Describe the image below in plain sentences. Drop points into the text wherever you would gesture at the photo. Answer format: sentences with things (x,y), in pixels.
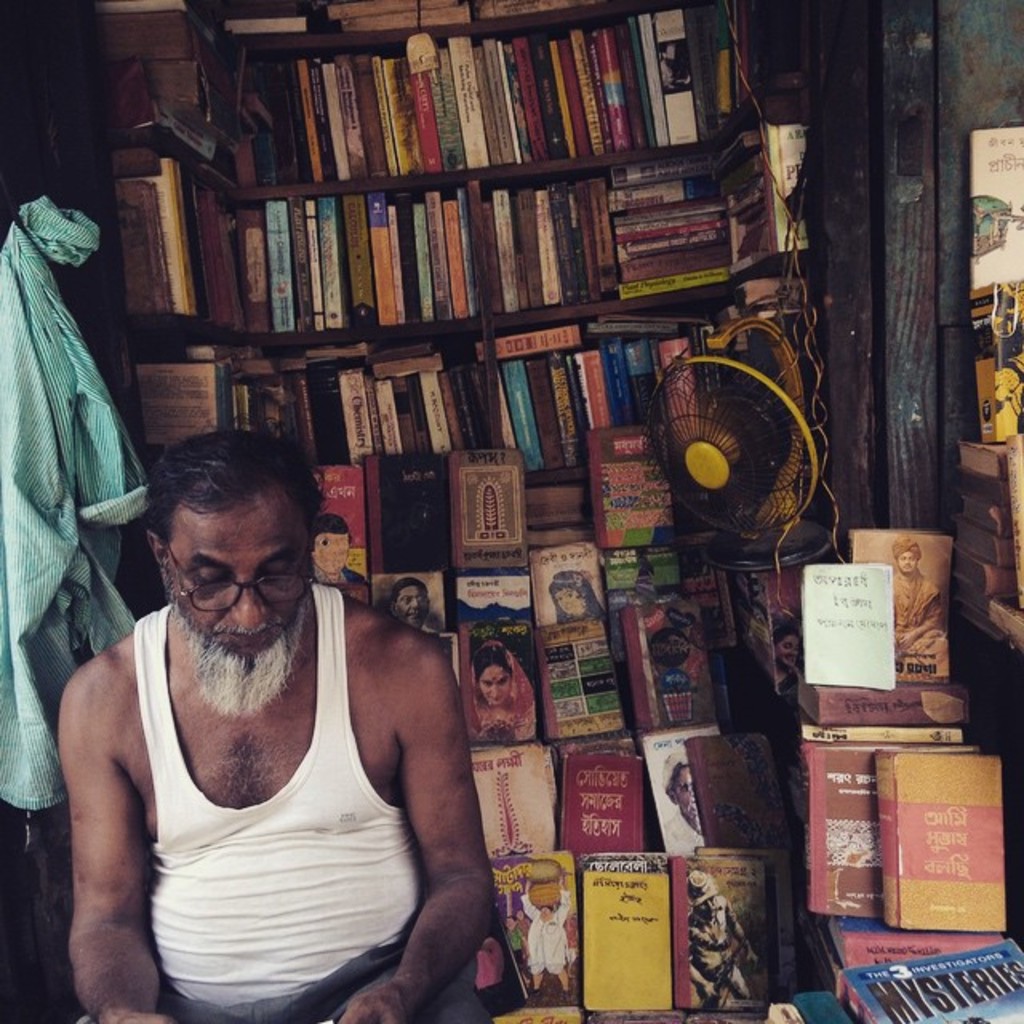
In the image we can see there is a man (300,915) sitting and there are books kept in the racks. Behind there is a shirt (49,370) kept on the hook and there is table fan (763,457) attached to the rack (117,141).
